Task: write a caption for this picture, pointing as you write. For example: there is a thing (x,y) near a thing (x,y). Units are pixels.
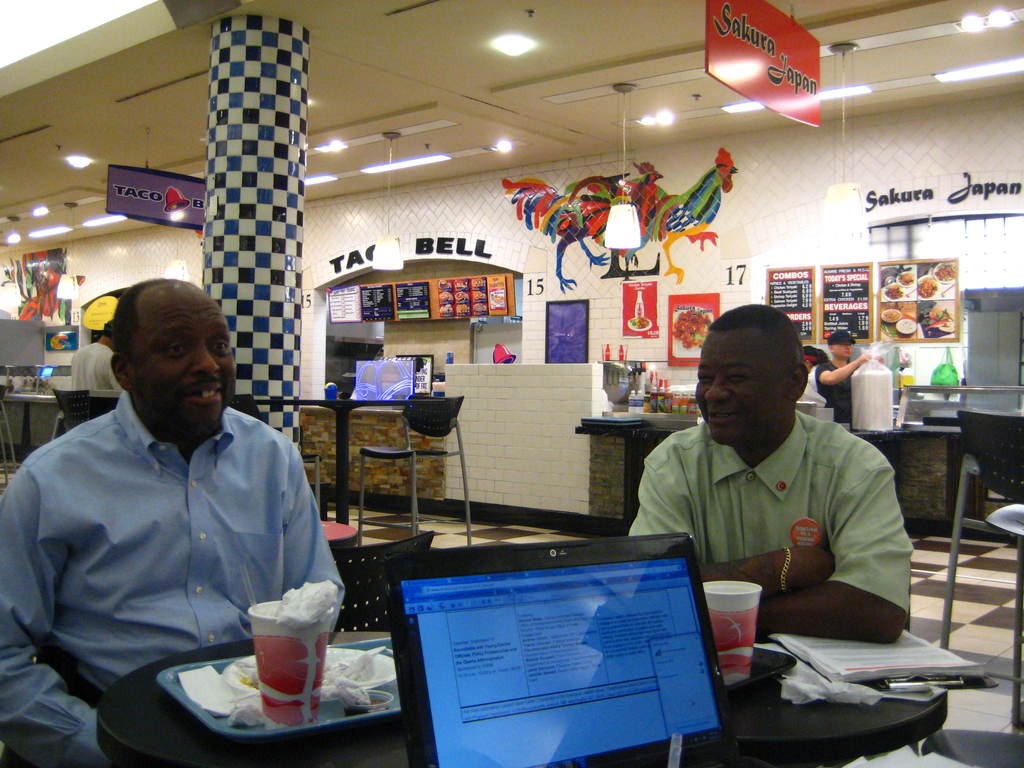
There are two persons (714,444) in front (842,590) side of image. There is a laptop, tray (273,726), cups (264,621), papers (916,640) are kept. There is a pillar (245,69) back side to this person (100,507) and a name board (742,87) hanged from the roof (626,49). There are few persons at the back side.
